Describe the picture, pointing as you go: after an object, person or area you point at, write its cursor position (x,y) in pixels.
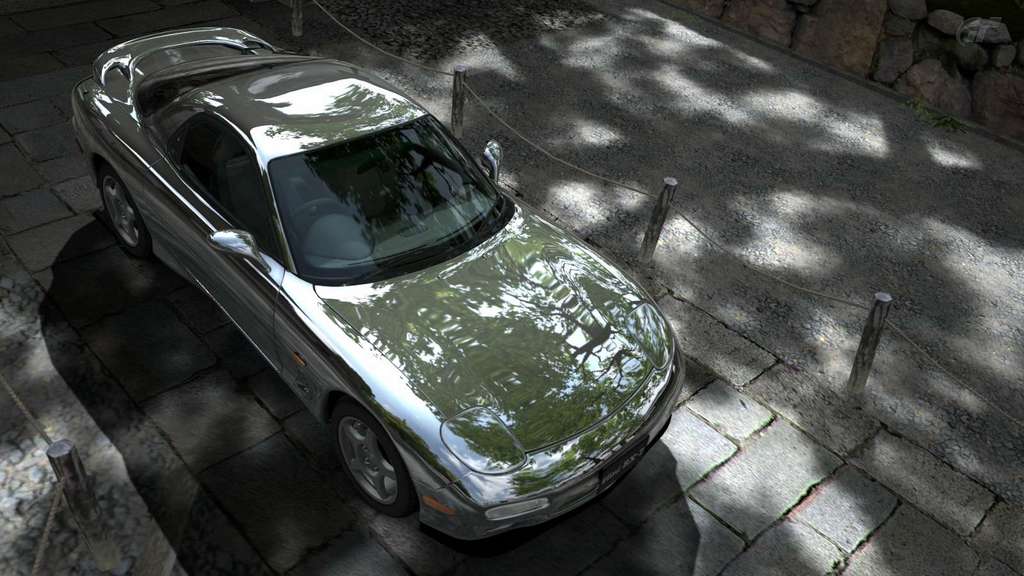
In the center of the image (387,272) we can see a car (470,387). In the background of the image (999,153) we can see the barricades (814,293), road (829,415). In the top right corner (963,58) we can see some rocks (966,84).
